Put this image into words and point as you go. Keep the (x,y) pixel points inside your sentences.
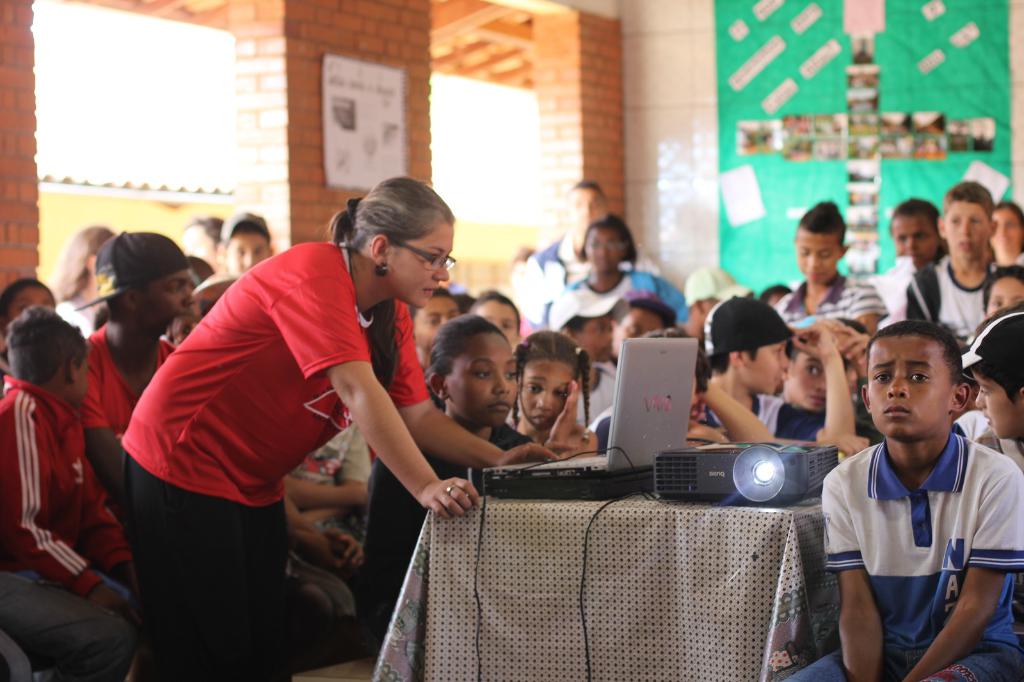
On the background of the picture (420,113) we can see a wall (12,149) with bricks (35,203). This is a green colour sheet (780,174) with photos (870,186). Here we can see all the persons (536,398) sitting and standing. This is a table (681,608) and we can see a cloth (648,575) on it and also a projector (782,467) and a laptop (554,468). Here we can see one woman (232,389) standing and wearing spectacles (431,256) and looking into the laptop (574,457).
